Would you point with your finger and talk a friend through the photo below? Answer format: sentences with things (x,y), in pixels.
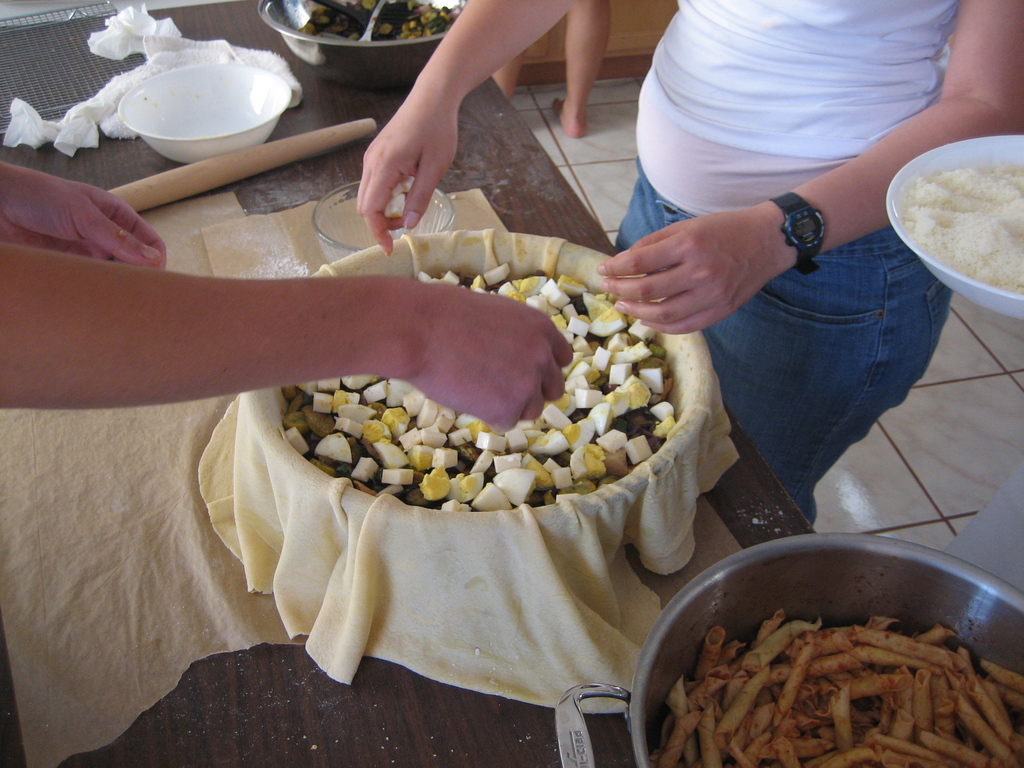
In this image there are people (441,291) standing in front of the table (171,732) and on top of the table (509,218) there are food items (402,458) in the bowls (771,587). There is a cloth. There is a roller (356,127). On the right side of the image (917,88) there is a person (864,312) holding the food item (941,235). At the bottom of the image (850,520) there is a floor (951,428).
